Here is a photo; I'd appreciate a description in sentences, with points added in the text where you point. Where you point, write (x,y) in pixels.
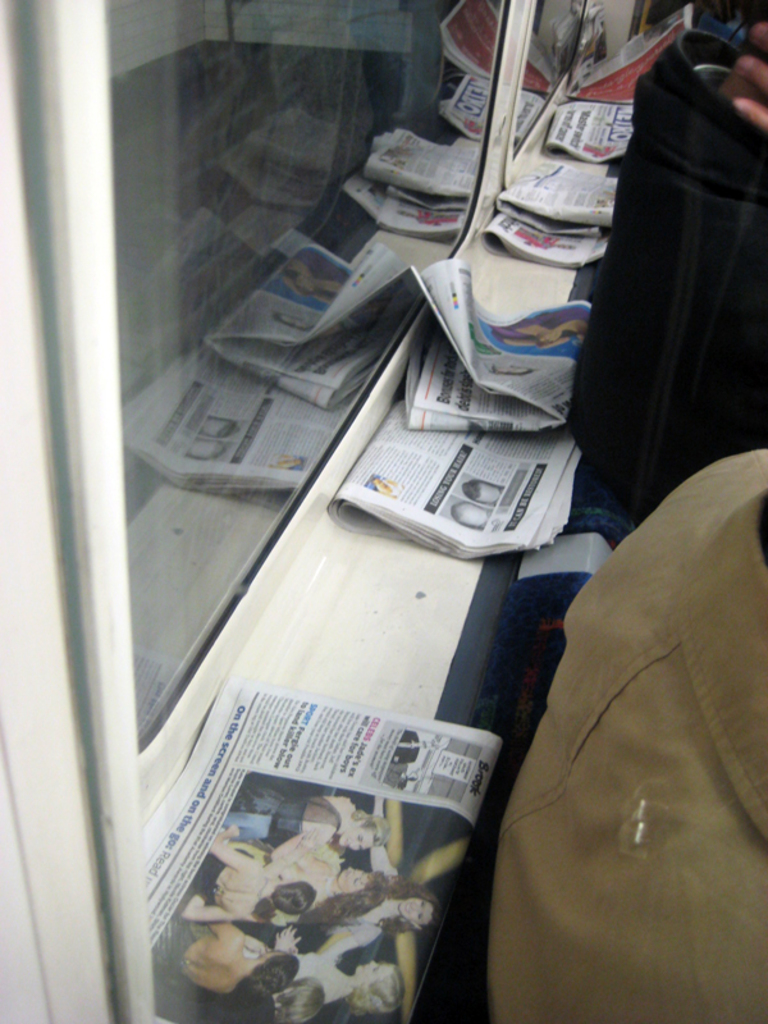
In this image I can see on the left side (151,279) there are glass walls (276,57). In the middle (415,404) there are newspapers (203,913). On the right side (692,284) it looks like there are two persons (748,359), at the bottom (252,913) there are girls (344,920) in the newspaper (279,869).
